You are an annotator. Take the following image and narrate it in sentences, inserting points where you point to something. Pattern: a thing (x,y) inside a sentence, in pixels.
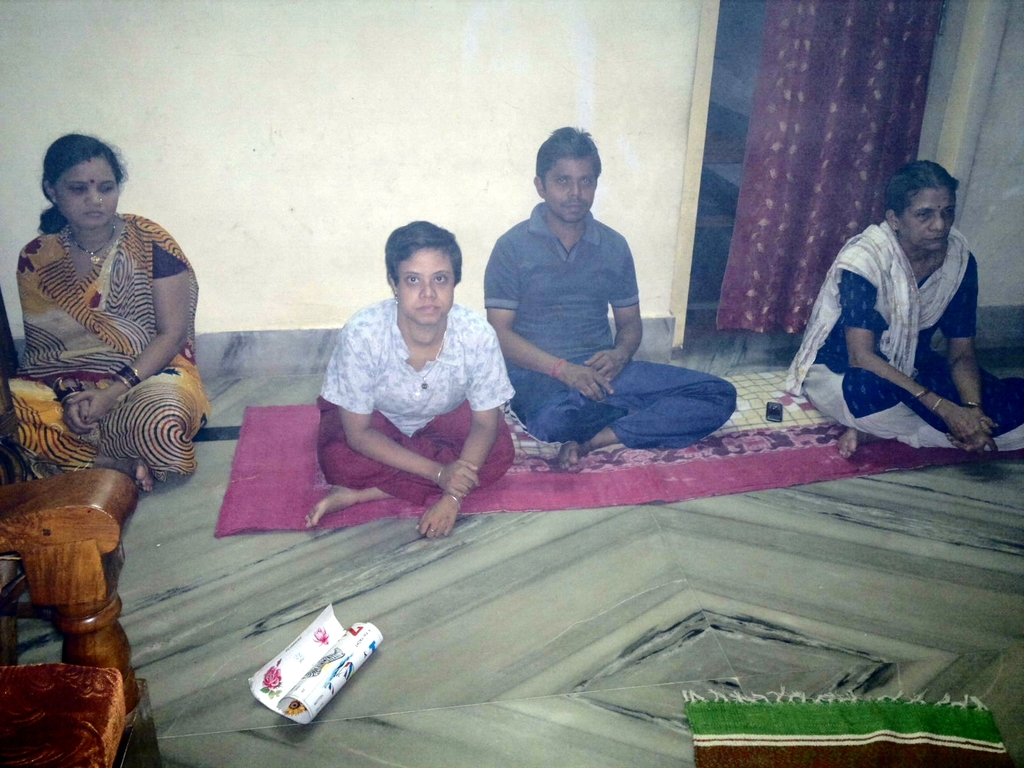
In this picture, we see three women (854,308) and a man (531,264) are sitting. Three of them are sitting on the sheet (608,479) which is in yellow and maroon color. In between them, we see a mobile phone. At the bottom (575,689), we see the floor (533,728) and a carpet (784,729) in green and brown color. We see a flower chart (305,705). In the left bottom (104,583), we see a chair (85,645). In the background (431,146), we see a wall (469,131) and a curtain (778,117) in maroon color.
